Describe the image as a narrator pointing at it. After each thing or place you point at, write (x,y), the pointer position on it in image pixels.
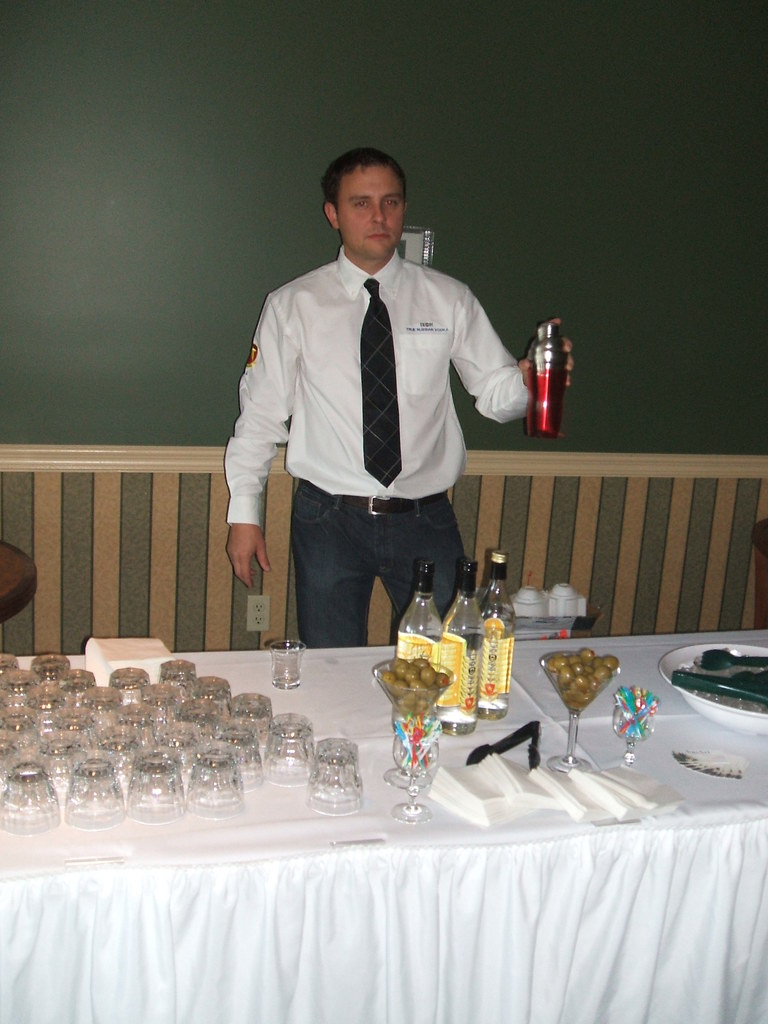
In the center (422,432) we can see the man (381,369), he is holding bottle (535,364). In front of him we can see the table (261,848). On table (233,839) we can see glasses (253,749), bottles (479,665), tissue papers (516,790), cloth (393,831) etc. Coming to the background (306,240) we can see the wall (422,191).
